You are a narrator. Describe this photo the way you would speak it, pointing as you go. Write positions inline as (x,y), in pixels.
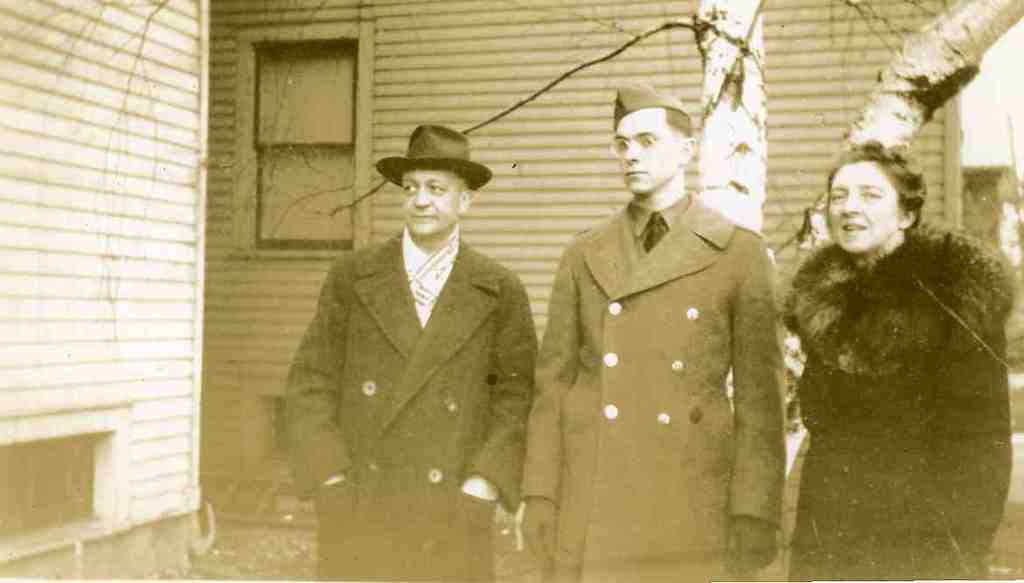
This picture describe the old photograph. In front (692,425) we can see two men (688,366) wearing coat (547,450) looking on the right side (717,409). Beside there is a woman (853,302) wearing black coat (876,327) looking straight and smiling. Behind we can see some tree (909,129) and wooden shed house (513,98).
